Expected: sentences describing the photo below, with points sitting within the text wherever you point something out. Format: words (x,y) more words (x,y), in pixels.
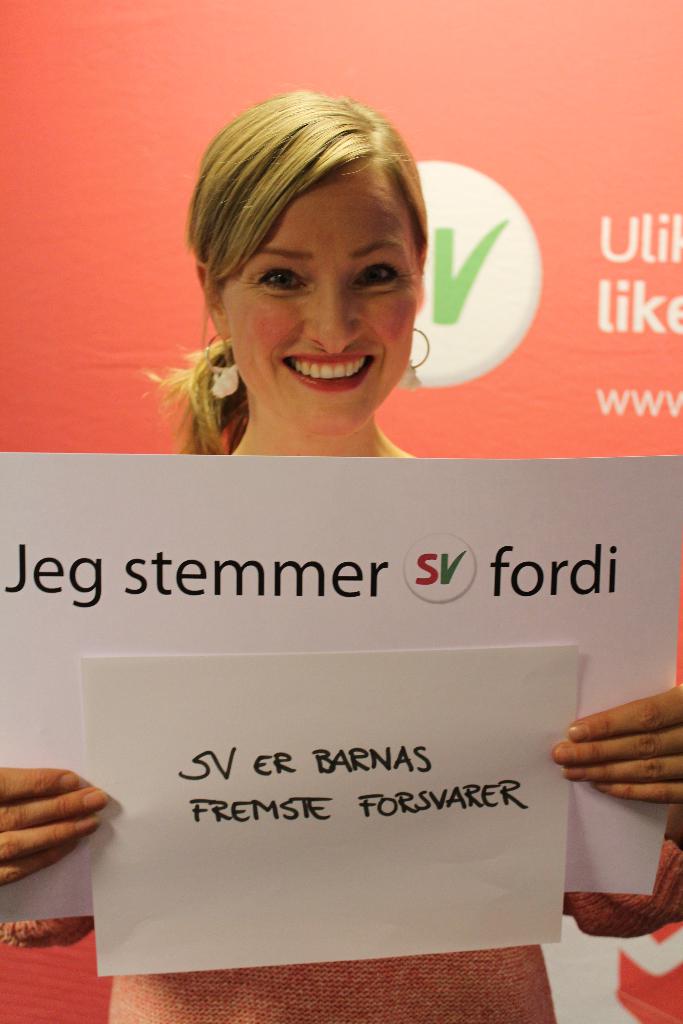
In this image, we can see a lady (289,407) smiling and holding papers (360,706). In the background (435,132), there is some text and we can see a logo (511,347) on the board (446,411).
